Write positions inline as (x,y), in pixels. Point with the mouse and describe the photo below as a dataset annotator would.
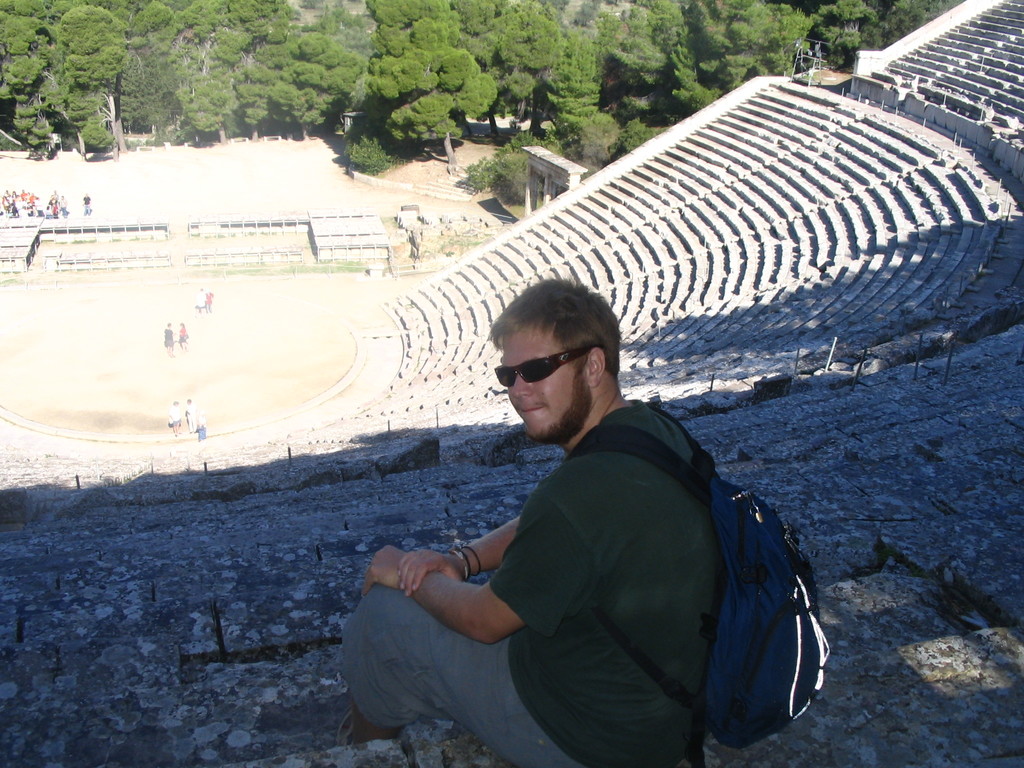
In this image we can see a person (644,600) sitting on the surface (824,376). We can also see the staircase (762,431), some poles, a group of people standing on the ground (173,360), the buildings (352,242), grass (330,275) and a group of trees (413,135).
